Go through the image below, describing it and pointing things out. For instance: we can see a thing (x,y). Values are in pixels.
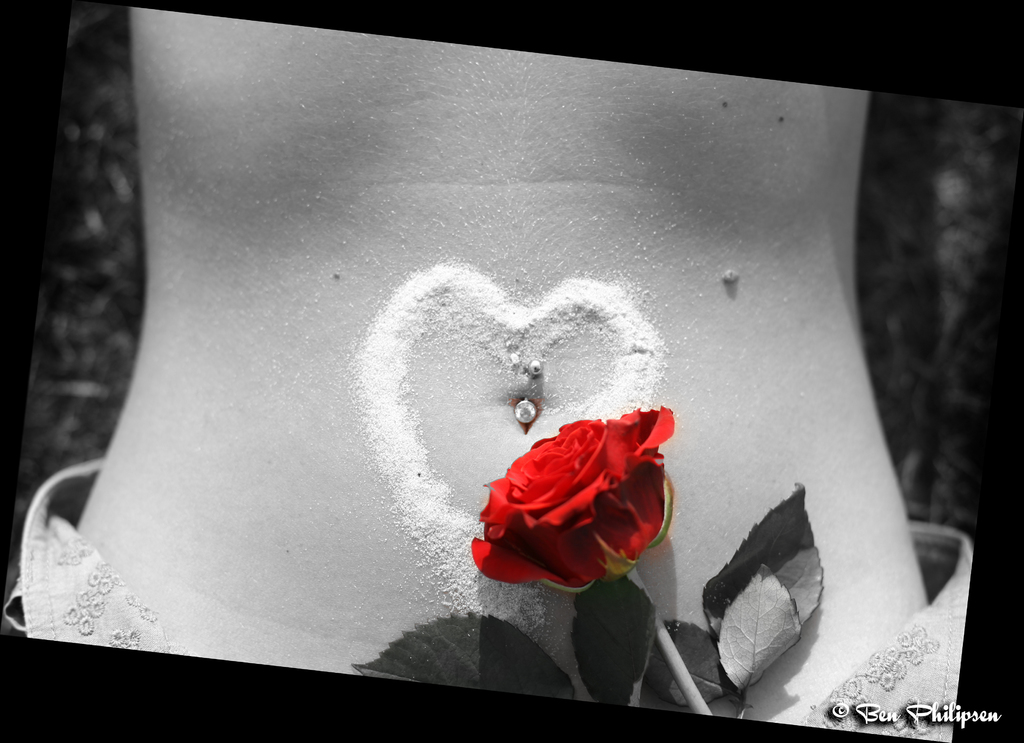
In the image we can see there is a rose (562,562) kept on the belly (440,324) and the image is mostly in black and white colour.
